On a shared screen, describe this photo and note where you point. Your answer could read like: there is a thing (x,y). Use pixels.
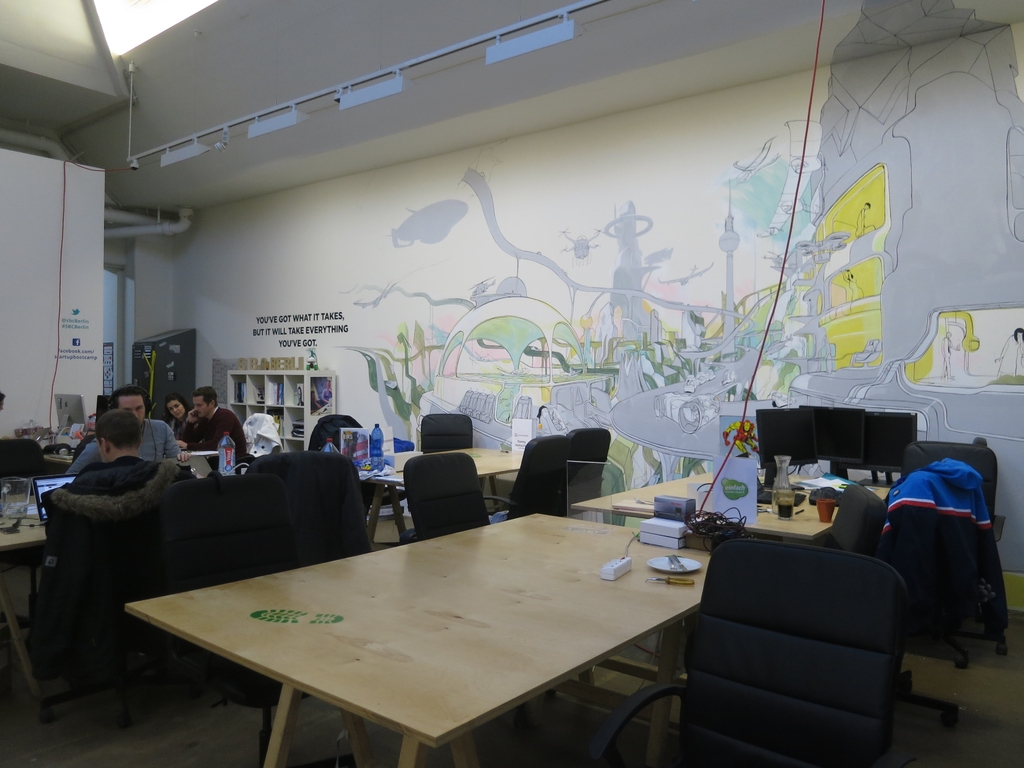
In this image I can see few people (240,436) are sitting on chairs (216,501). I can also see few more chairs (477,490) and tables (804,518). On this table (790,521) I can see few monitors (822,426).
